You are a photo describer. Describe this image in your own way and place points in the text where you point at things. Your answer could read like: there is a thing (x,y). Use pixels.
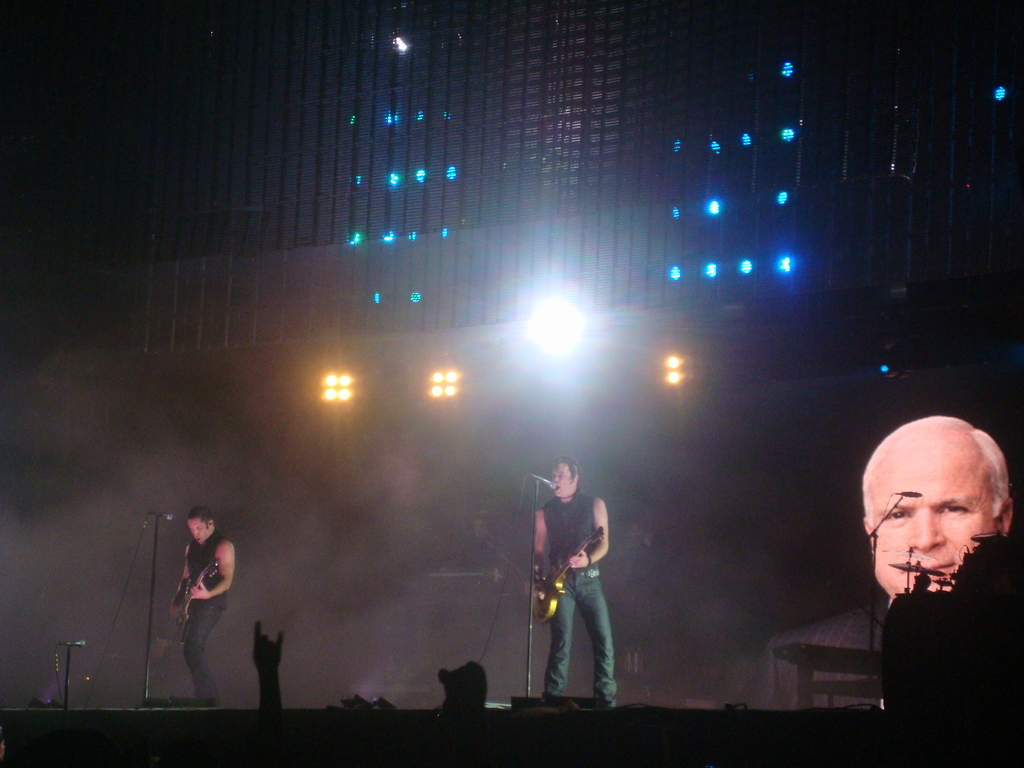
This picture describes about group of people (200,555), few people (209,542) playing guitar (190,593) in front of the microphones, in the background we can see few lights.
